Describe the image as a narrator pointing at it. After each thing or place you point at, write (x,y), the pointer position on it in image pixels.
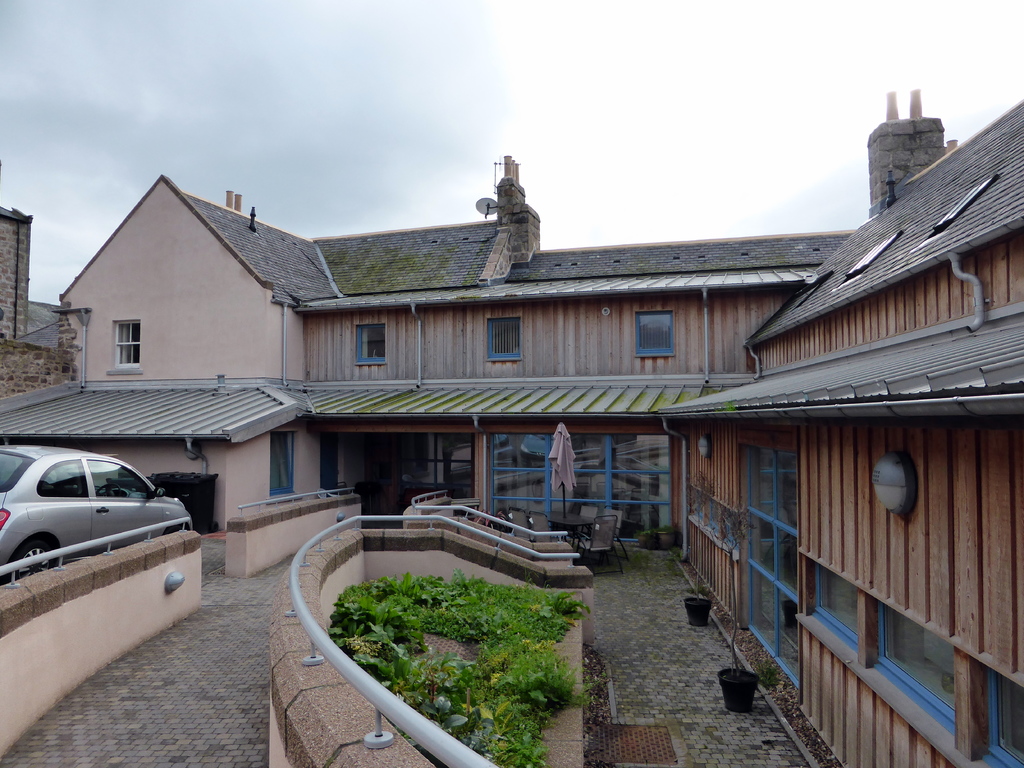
In this image, we can see a shelter house (316,486). There is a car (25,493) on the left side of the image (12,541). There are some plants (485,652) at the bottom of the image (485,637). There is a sky (454,76) at the top of the image (433,97).
